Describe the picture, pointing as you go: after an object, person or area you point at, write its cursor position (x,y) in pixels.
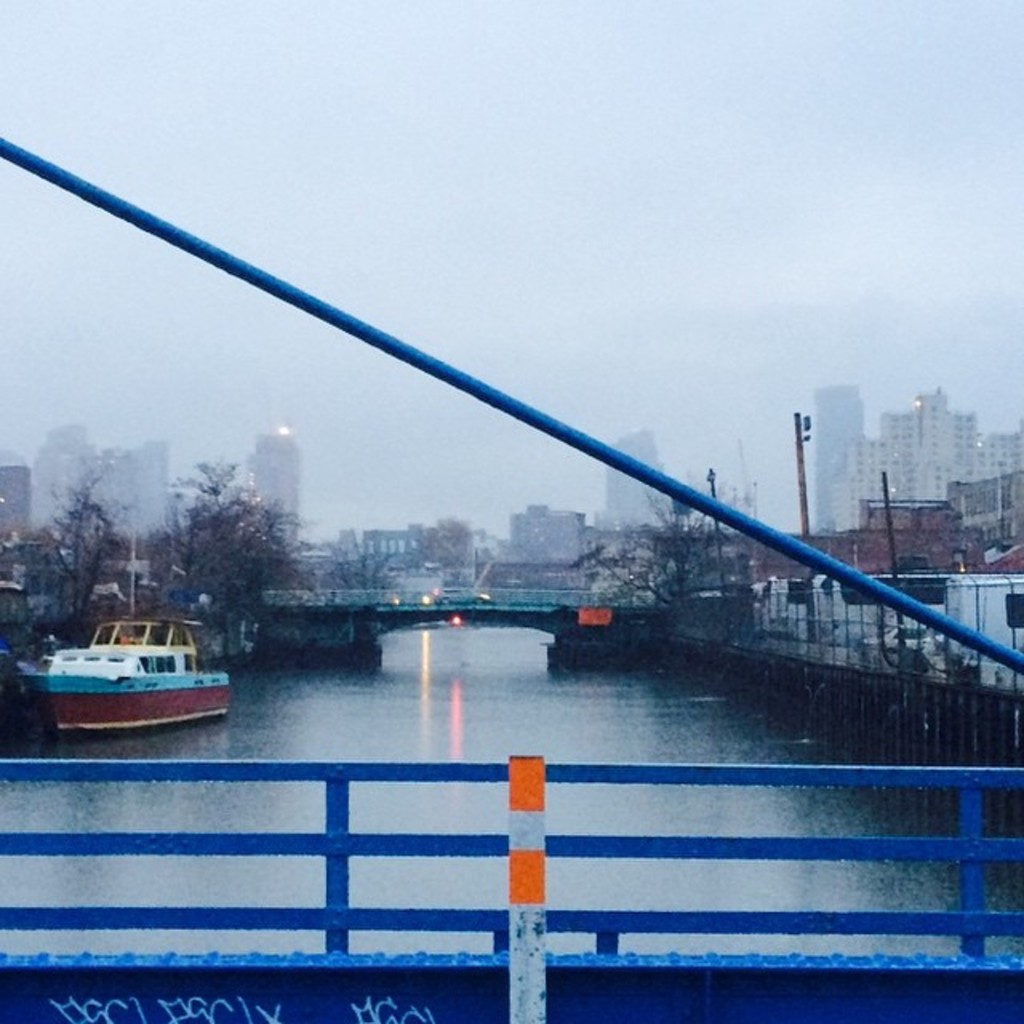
In this picture there is a metal bridge (358,657) on the small river (302,676). Behind there are many building (99,488) and dry trees (249,538). In the front (440,780) there is blue color iron railing (547,970).
